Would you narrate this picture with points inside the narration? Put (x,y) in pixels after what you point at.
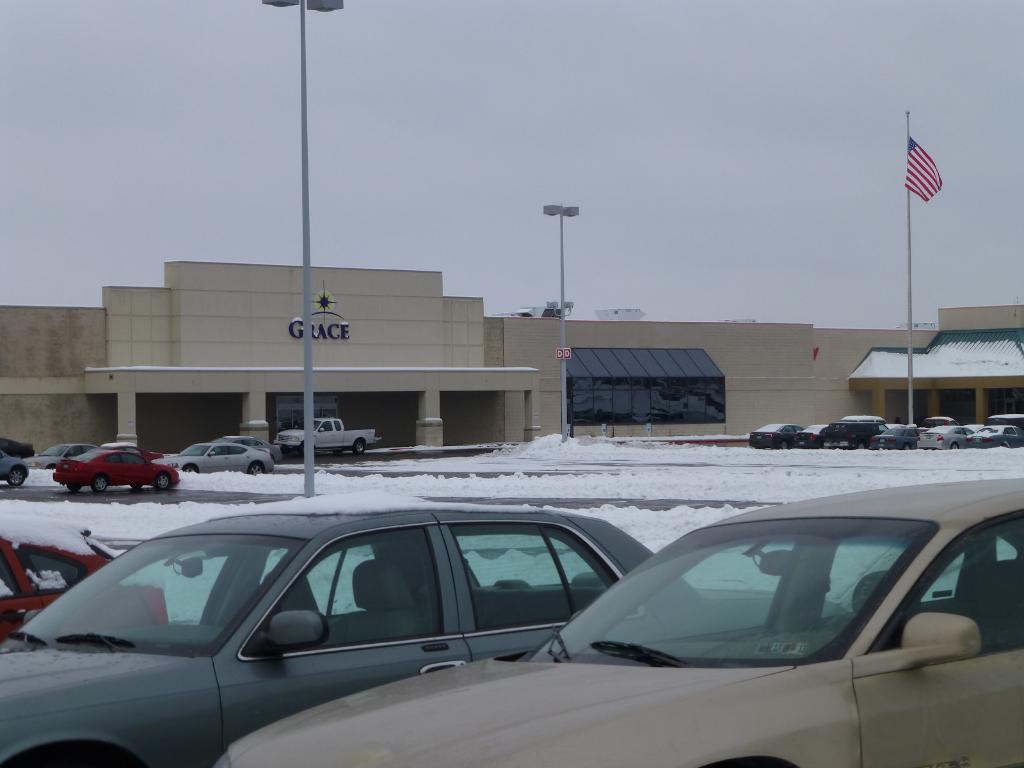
In this picture there is a building (579,421) and there is a text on the building (212,334). There are vehicles (659,607) and there are poles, on the poles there are lights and there is a flag (909,142). At the top (600,149) there is sky (778,109). At the bottom (105,513) there is a road (560,501) and there is snow (718,486).
